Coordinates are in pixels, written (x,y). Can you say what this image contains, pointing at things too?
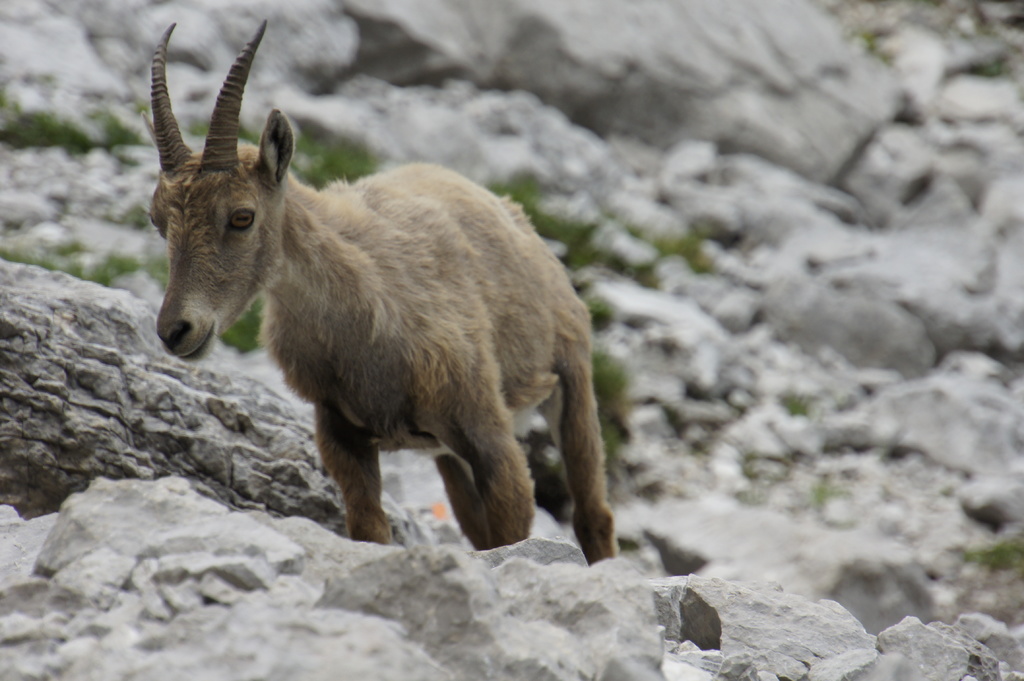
In the center of the image (399,295), we can see an animal (264,277) and in the background (647,56), there are rocks (399,456) and we can see grass (84,145).
